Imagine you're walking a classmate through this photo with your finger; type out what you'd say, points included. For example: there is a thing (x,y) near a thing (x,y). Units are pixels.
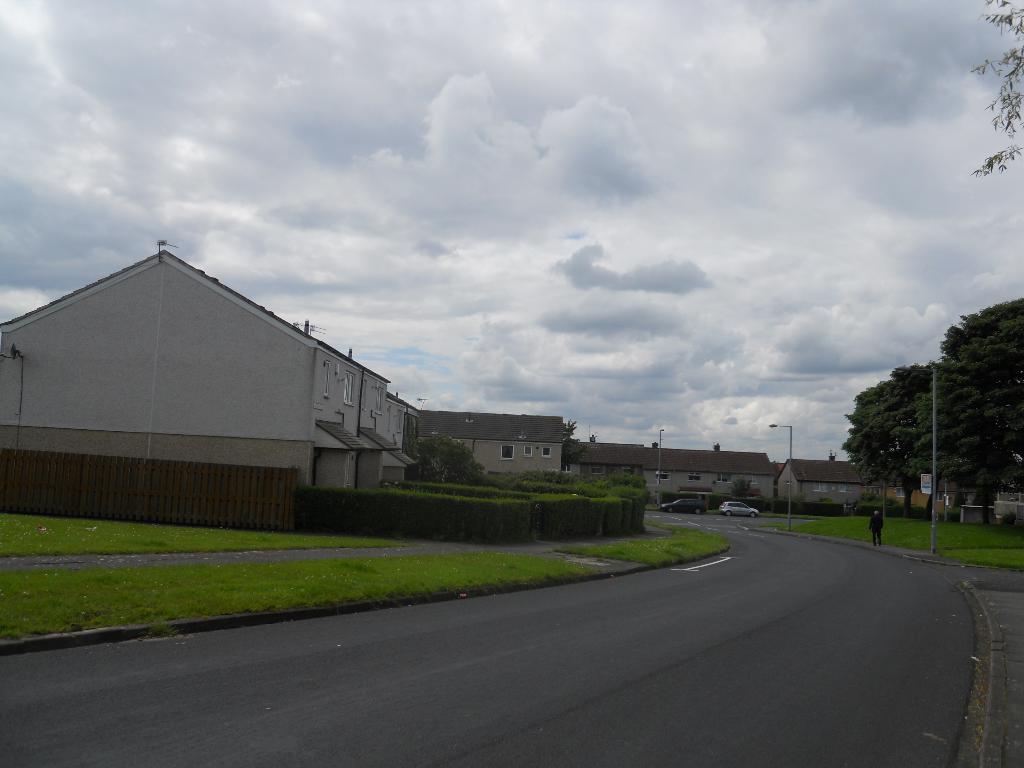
In this image we can see buildings (314,435), plants (455,463) and trees (437,459) on the left side (301,401). On the right side (819,489) we can see buildings (898,498), trees (926,435) and pole (934,475). In the center of the image (664,503) there are vehicles (696,501) on the road (771,575). In the background (611,349) there are clouds (585,338) and sky (458,362).
